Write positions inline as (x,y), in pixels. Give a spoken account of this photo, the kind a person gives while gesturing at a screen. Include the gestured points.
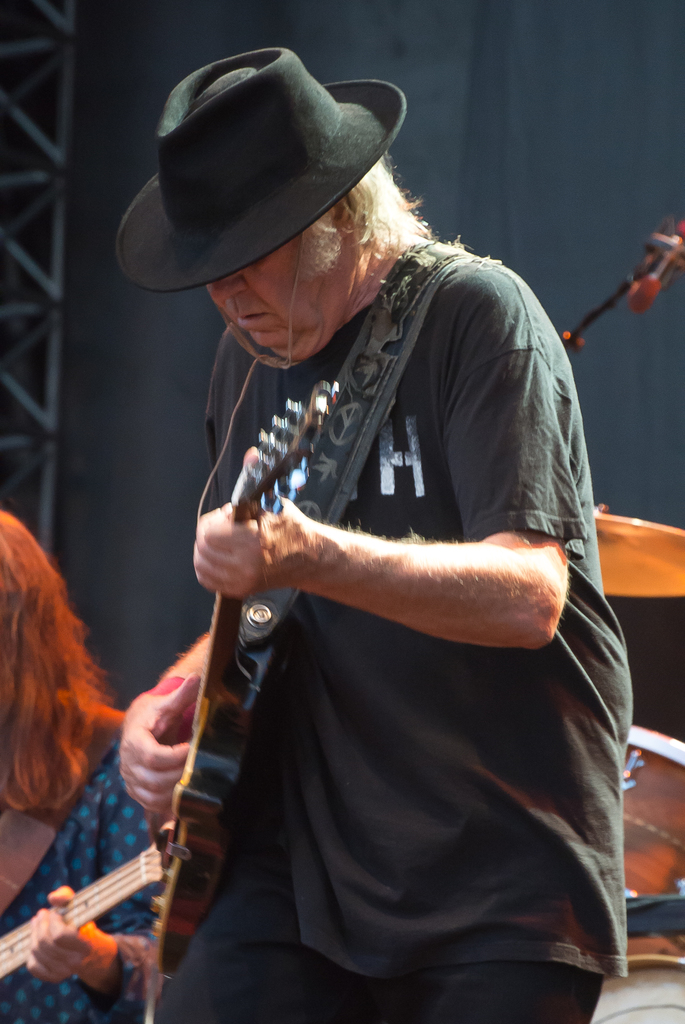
This picture shows man (244,128) standing and playing guitar (182,854) and we see a woman (46,870) seated and holding a guitar (159,870) in her hand (94,967).
